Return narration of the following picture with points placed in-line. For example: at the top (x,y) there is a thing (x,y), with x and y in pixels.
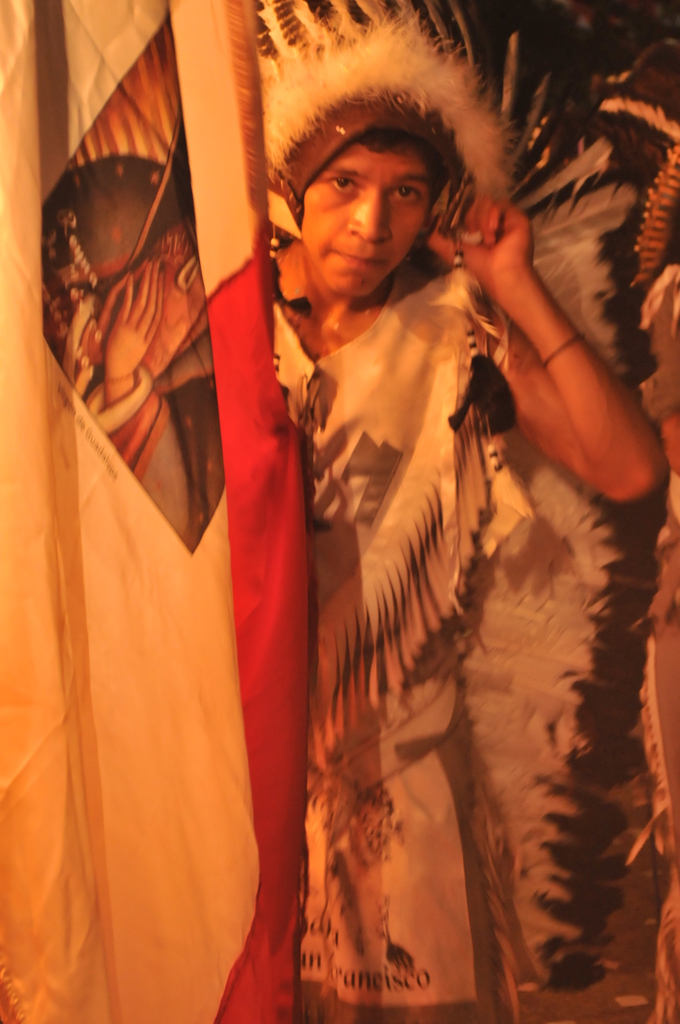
In this picture, we see the man (351,385) who is wearing the white and black costume (398,558) is standing. On the left side (216,764), we see a sheet (11,878) or a cloth (108,632) in white and red color.
